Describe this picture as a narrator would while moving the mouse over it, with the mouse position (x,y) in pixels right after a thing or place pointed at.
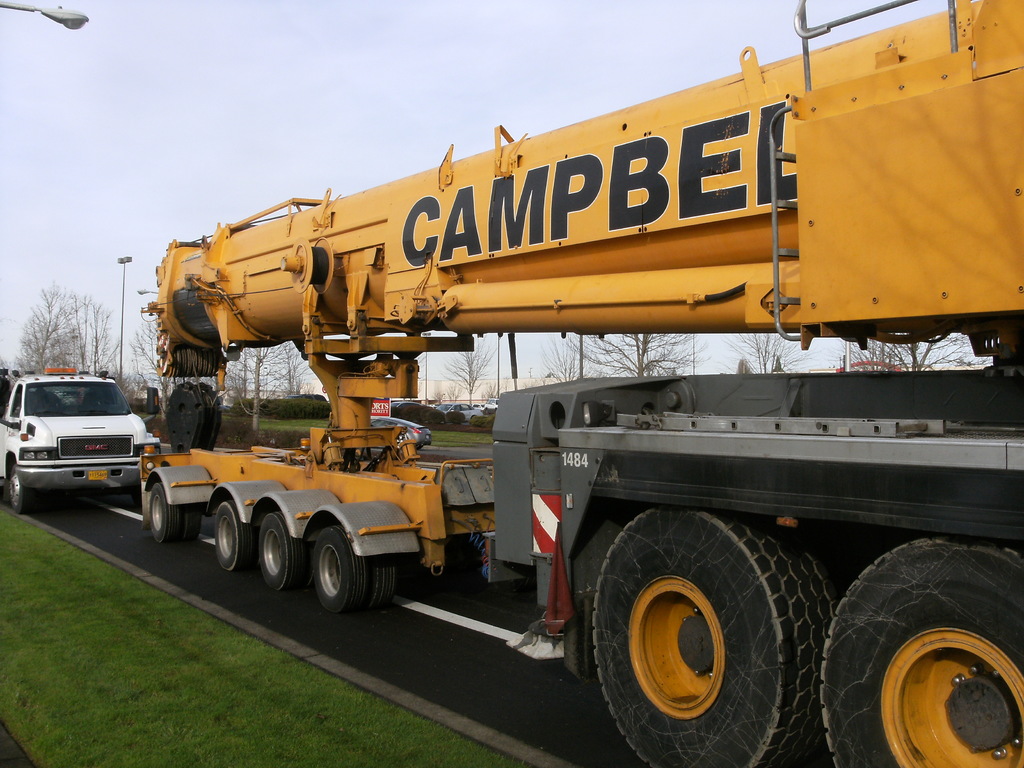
In this image we can see a crane (599,272), it is in yellow color, here are the wheels (616,619), at back (58,474) here is the vehicle (134,478) travelling on the road (155,551), here is the grass (96,669), here are the trees (86,357), here is the street light (24,5), at above here is the sky (62,28).
